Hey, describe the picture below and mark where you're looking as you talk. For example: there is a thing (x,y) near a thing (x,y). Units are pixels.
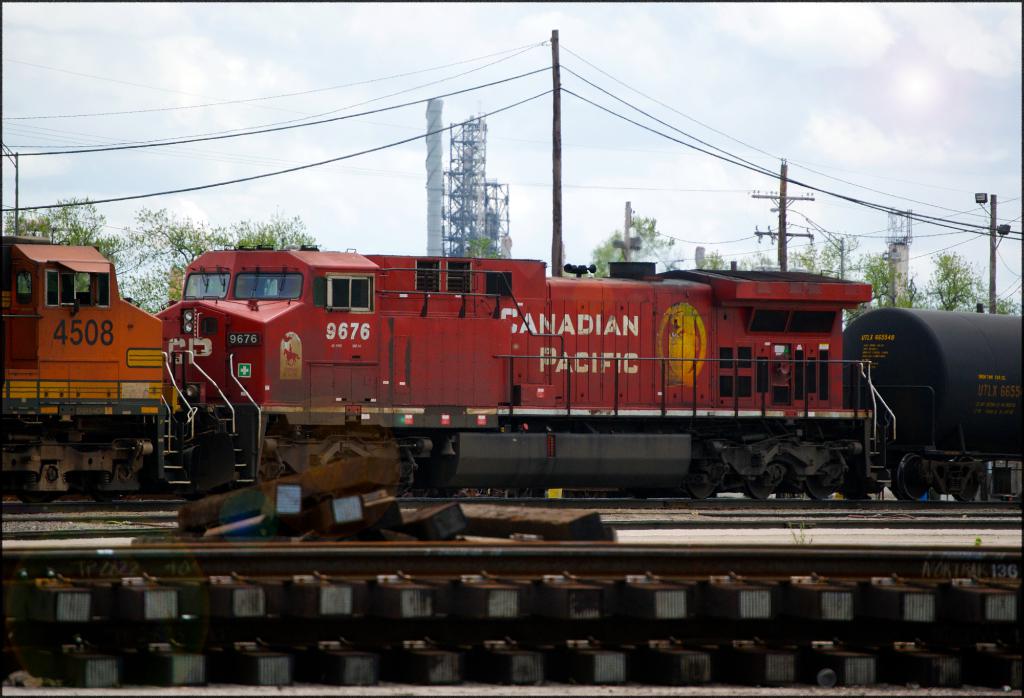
In the image there are trains (428,399) on the railway track (439,581) and behind it there are electric poles (560,177) and tree (947,291). And above its sky (888,85) with clouds (182,59).
